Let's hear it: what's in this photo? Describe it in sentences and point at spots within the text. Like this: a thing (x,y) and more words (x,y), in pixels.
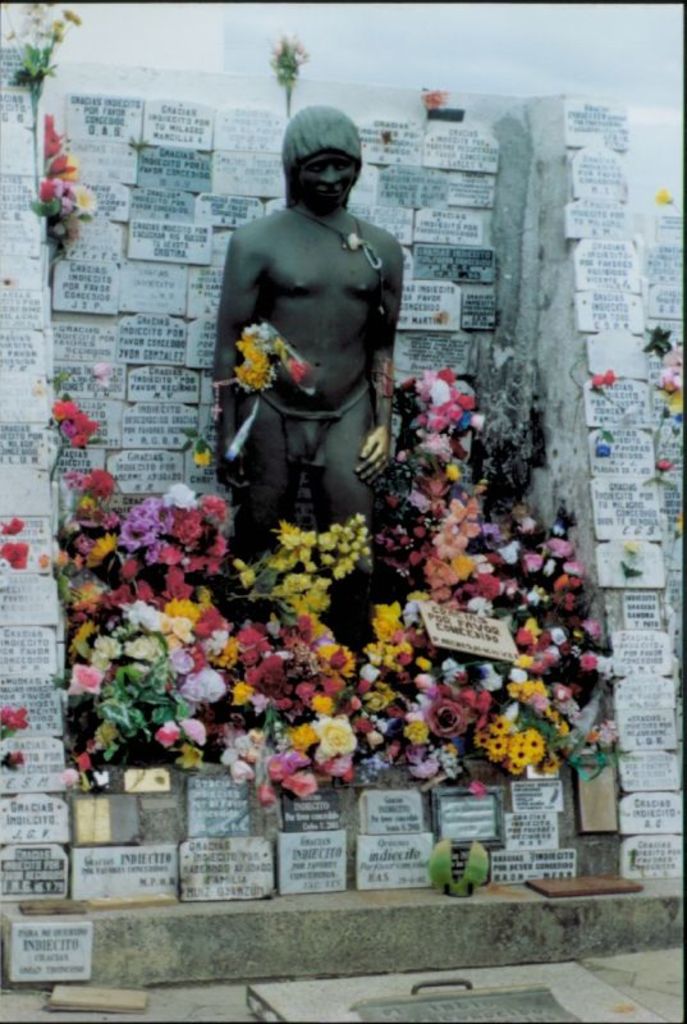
In this image, I can see the statue (352,454) of a person (345,416) standing. These are the boards (12,348), which are fixed to the wall (296,97) around a statue (255,392). In front of the statue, I can see the colorful flower bouquets (254,701).
